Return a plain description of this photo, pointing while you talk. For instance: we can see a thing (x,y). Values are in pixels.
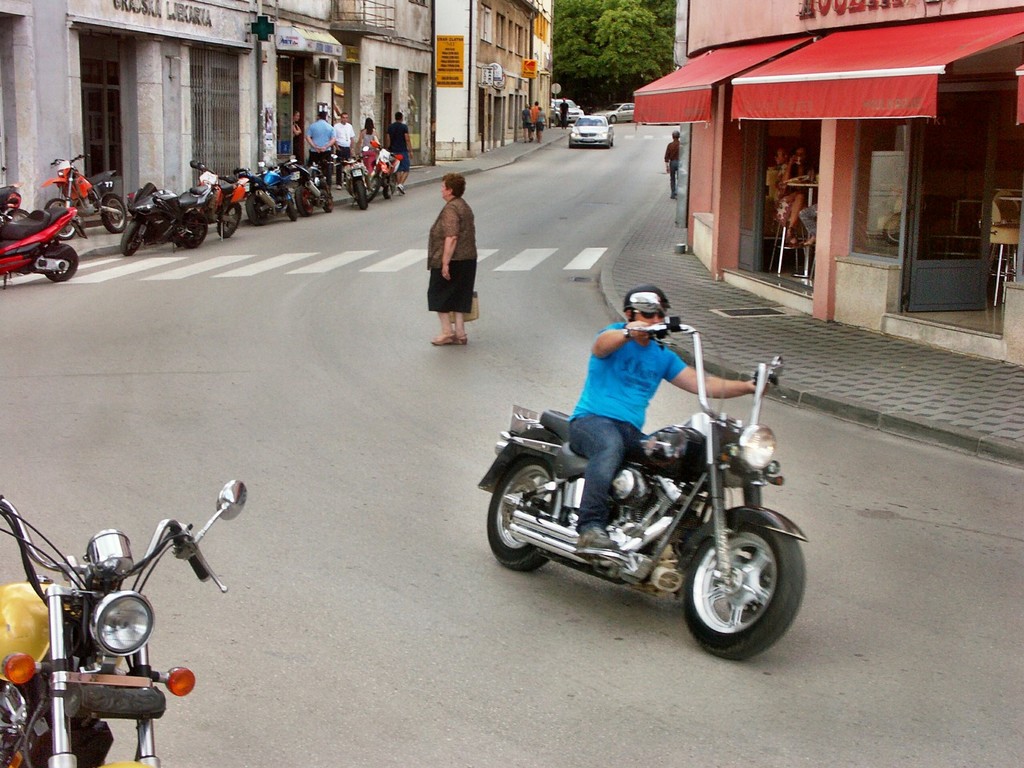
In this picture a blue shirt guy (628,380) is riding a bike (561,478) and in the background (356,203) we observe many bikes (150,199) parked to the left side (30,235). A woman (442,273) is crossing the road (526,331).
